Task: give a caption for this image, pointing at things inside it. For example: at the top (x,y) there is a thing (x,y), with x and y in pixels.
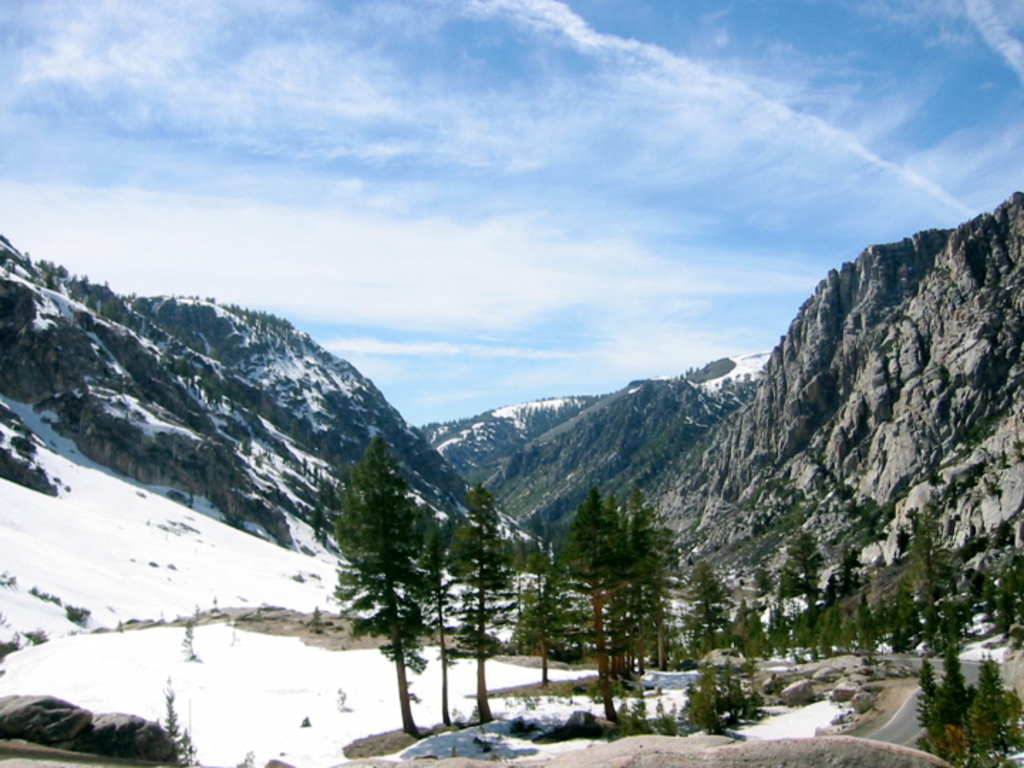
There are trees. Also on the left side (157,586) there is snow (223,625) on the ground (222,565). In the back (321,416) there are hills (703,401). And in the background (563,165) there is sky (591,132).
